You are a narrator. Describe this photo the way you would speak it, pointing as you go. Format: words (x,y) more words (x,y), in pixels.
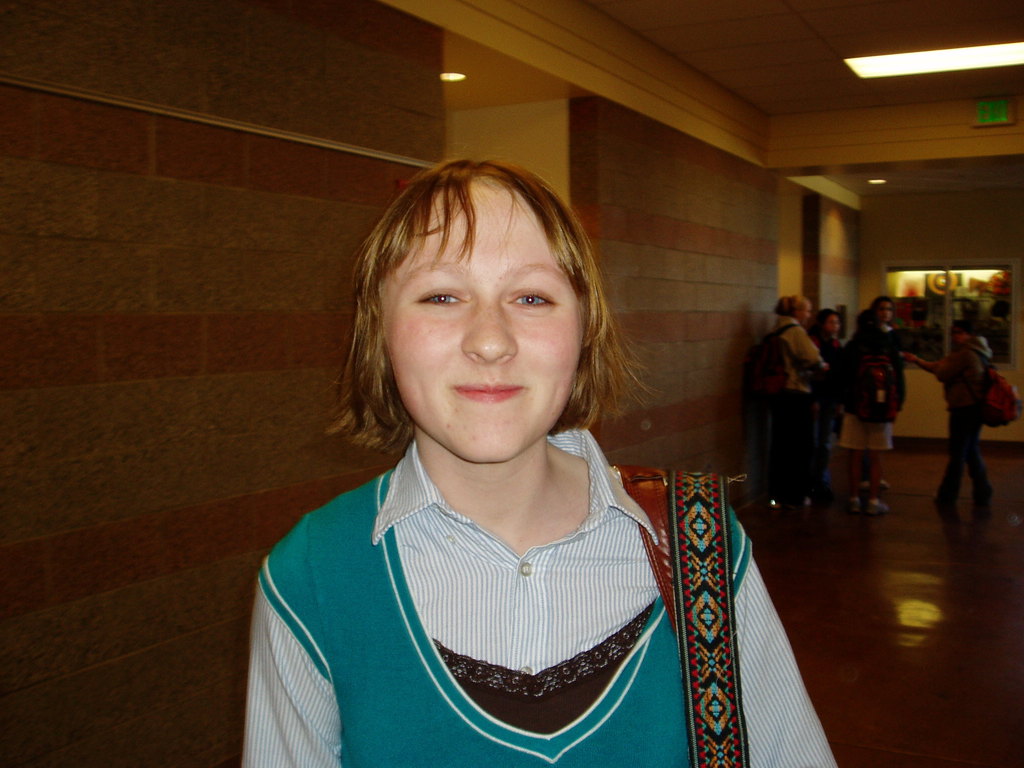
In this image in the front (552,520) there is a woman (531,554) smiling. In the background (787,357) there are persons (807,354) standing and there is a window (930,298) and there is a wall (729,251). On the top (886,68) there are lights (875,76) and there is an object (992,125) which is green in colour.
